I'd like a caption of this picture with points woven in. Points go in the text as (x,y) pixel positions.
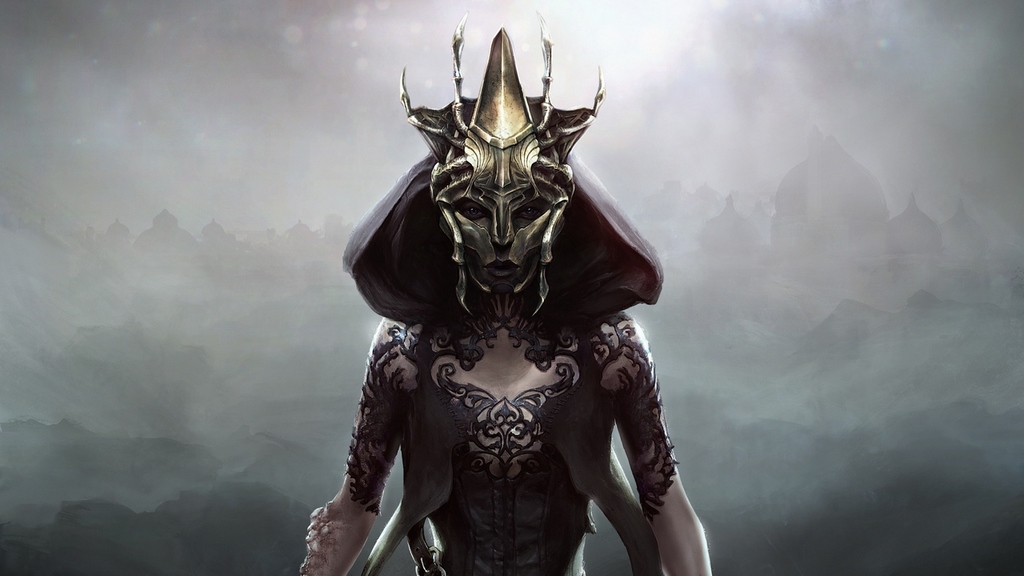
In this image in the center (570,231) there is one person (404,322) who is wearing some costume (603,255), in the background (676,273) there are some buildings (710,234) and fog (253,368).
